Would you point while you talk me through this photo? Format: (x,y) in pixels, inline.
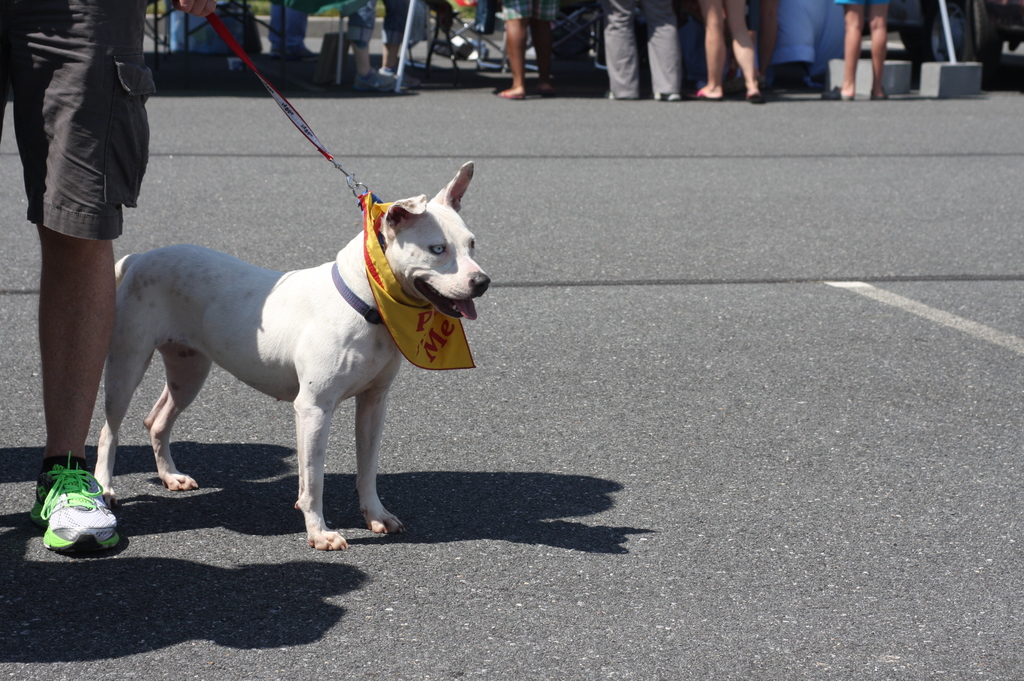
In this picture there is a person (82,250) who is holding a dog (300,326) with a leash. There is a yellow color cloth (423,325) wrapped around the neck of a dog (435,307). He is standing on the road (666,345). There are few other people (668,38) who are standing at the background (718,24).
